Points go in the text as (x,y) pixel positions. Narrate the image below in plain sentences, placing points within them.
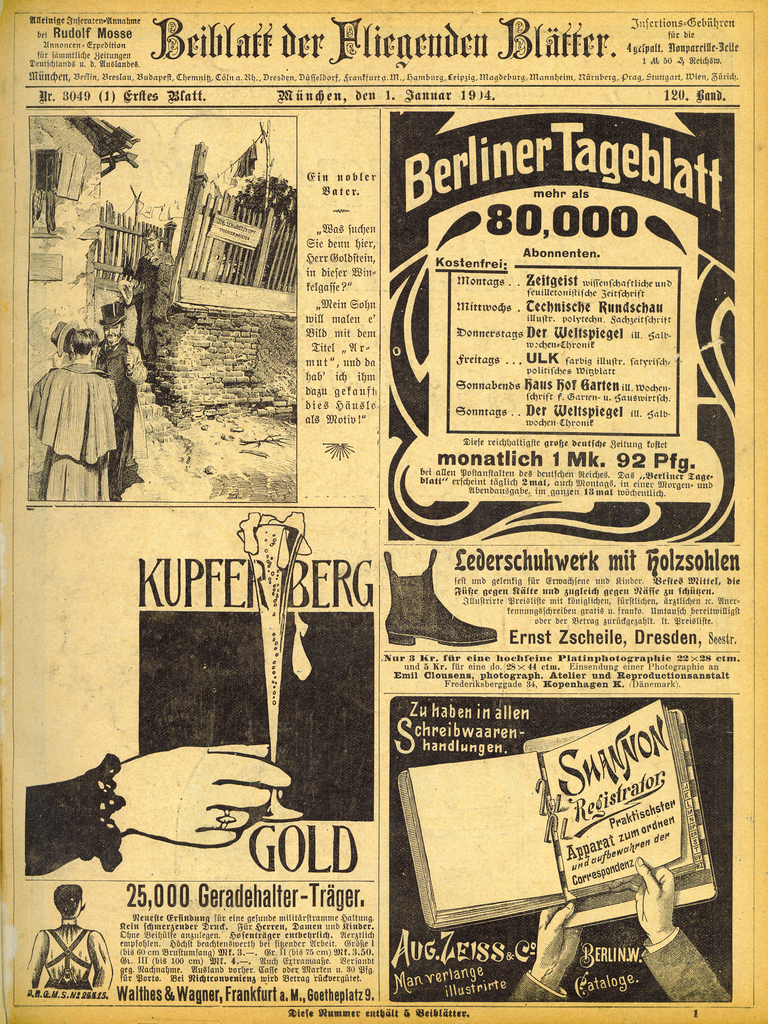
In this picture we can see a poster (542,523), here we can see people (214,756) and some text (508,558) on it.
